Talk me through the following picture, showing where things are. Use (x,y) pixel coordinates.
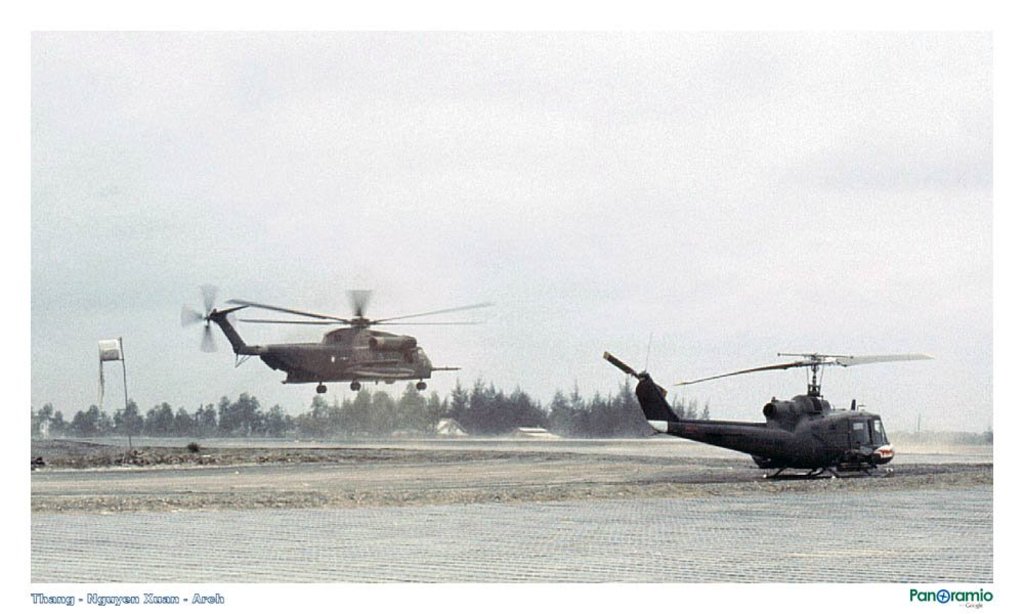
On the right side (837,358), we see a helicopter (805,362) is on the runway (671,492). In the middle (418,366), we see a helicopter (418,366) is flying in the sky (285,336). On the left side (124,456), we see the grass (104,446) and a pole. We see a flag (104,346) or a board (121,348) in white color. There are trees (375,416) in the background (484,424). At the bottom (466,504), we see the road (554,565). At the top (484,147), we see the sky (560,261).
